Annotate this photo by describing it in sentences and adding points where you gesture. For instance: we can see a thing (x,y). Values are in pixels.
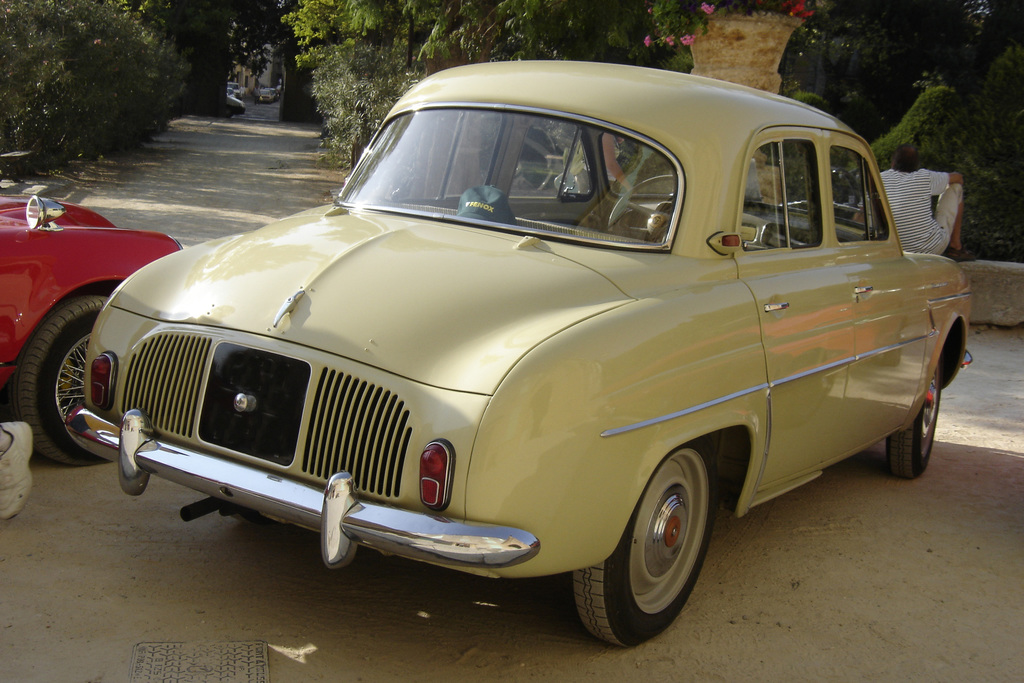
In this picture there is a car (390,312) and there is another vehicle (81,271) which is in red color beside it and there is a person (929,193) sitting in the right corner (937,181) and there are trees (493,44) in the background (494,38).
